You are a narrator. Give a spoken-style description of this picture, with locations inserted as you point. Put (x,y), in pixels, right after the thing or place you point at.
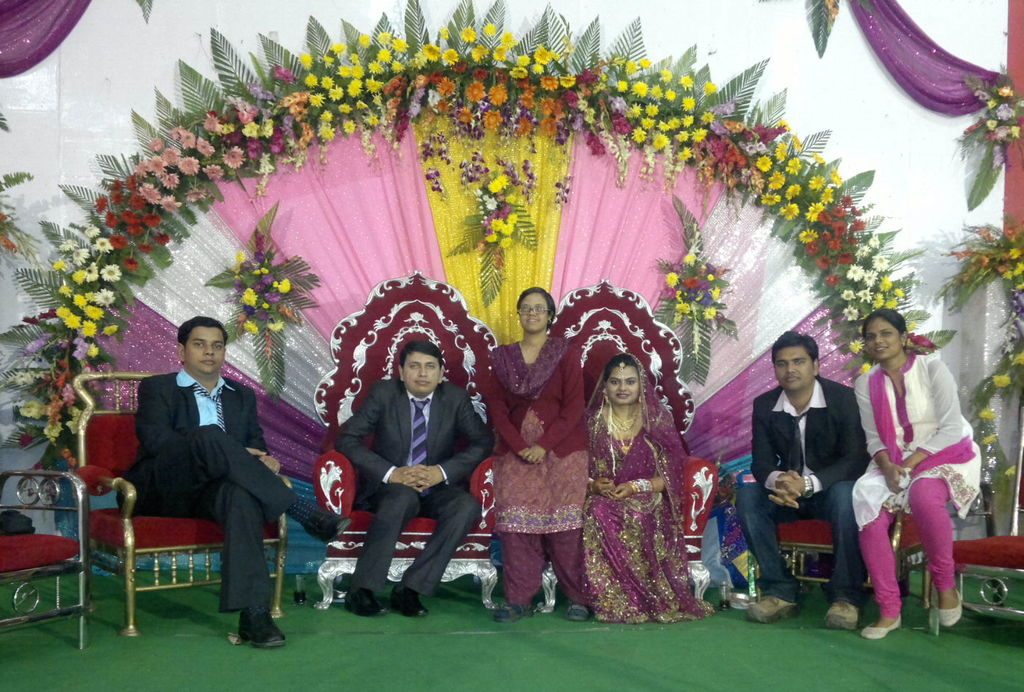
This image consists of six persons (483,432). Most of them are sitting on the dais (730,671). At the bottom (331,678), there is a green carpet (25,679). In the background (465,122), we can see many flowers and clothes (345,171).
